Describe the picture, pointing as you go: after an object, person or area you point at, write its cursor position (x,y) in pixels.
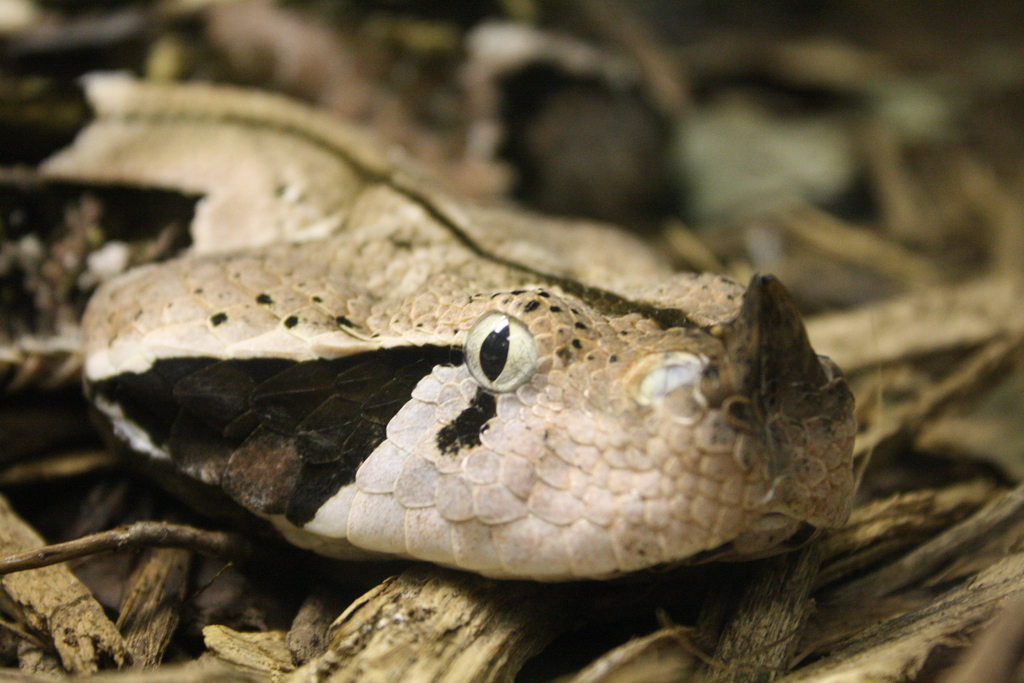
In this picture, it seems like a snake (521,340) and dry stems (422,621) in the foreground (435,431).
